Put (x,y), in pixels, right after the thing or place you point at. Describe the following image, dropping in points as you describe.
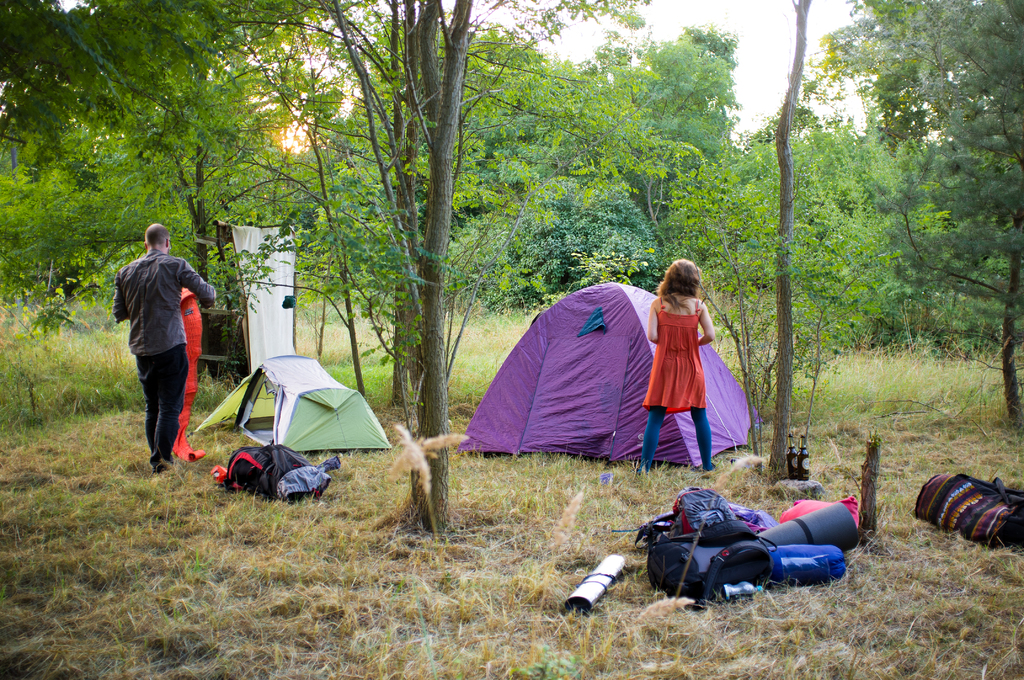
In the foreground of this image (833,537), there are backpacks (969,530) and few objects (830,557) on the ground (598,634) and we can also see few tents (540,406), a man (127,317) and a woman (680,409) standing, trees (684,213), sky (726,18) and the sun (287,143).
